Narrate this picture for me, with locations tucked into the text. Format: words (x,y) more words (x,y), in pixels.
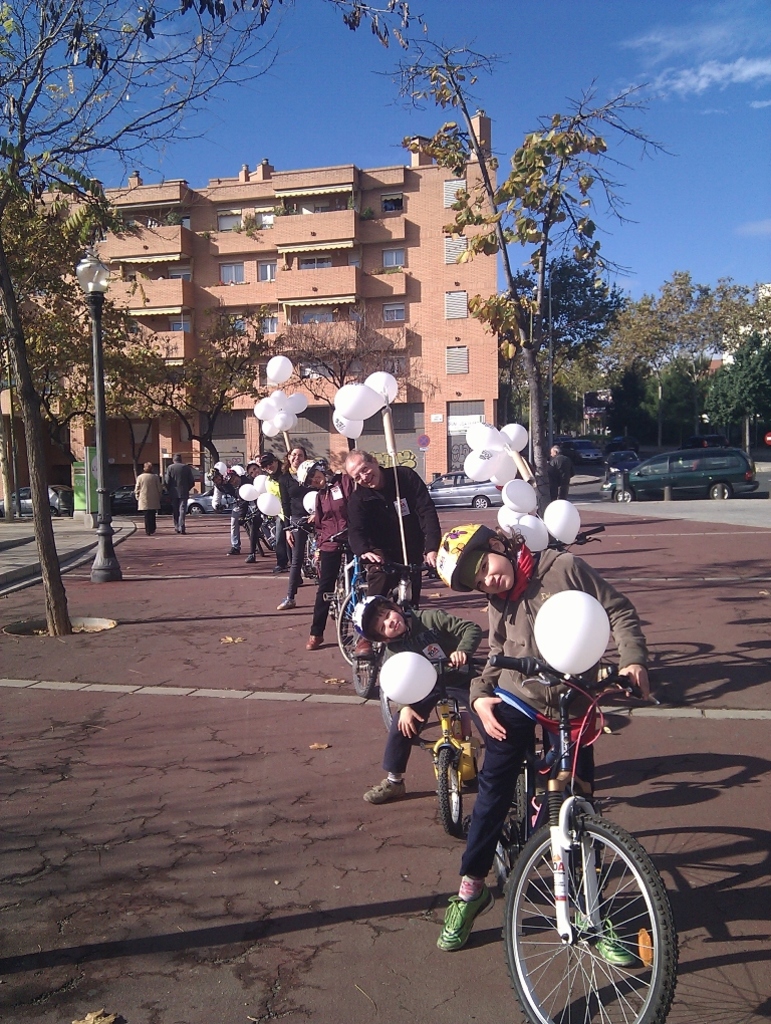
In the image we can see there are people (309,486) who are sitting on bicycle (582,852) and at the back (321,266) there is a building (229,268) and trees (25,357).
